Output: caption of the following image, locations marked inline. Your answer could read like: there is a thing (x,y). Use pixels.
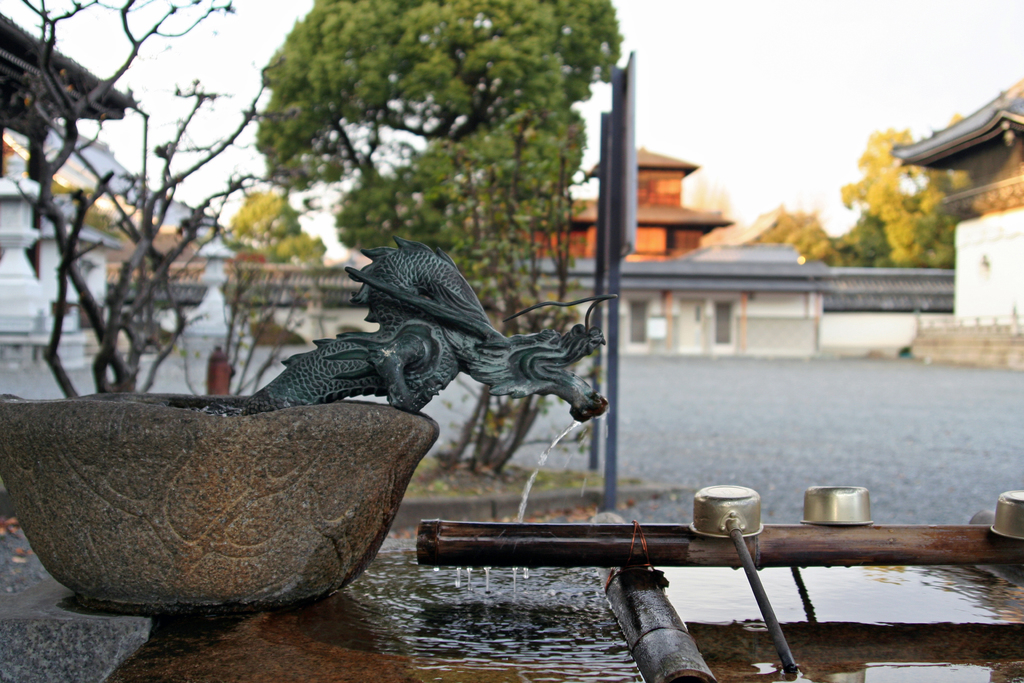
In this image there is a stone (204,494) in the middle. On the stone (244,449) there is a tap (514,368) through which water (579,426) is falling in the tub (472,619). In the background (513,146) there are trees (369,137) and houses (755,226). At the top (748,94) there is sky (756,113). On the right side (754,557) bottom there is a wooden stick (814,539) on which there are three spoons (735,509). Under the wooden stick (766,552) there is water (868,580).
